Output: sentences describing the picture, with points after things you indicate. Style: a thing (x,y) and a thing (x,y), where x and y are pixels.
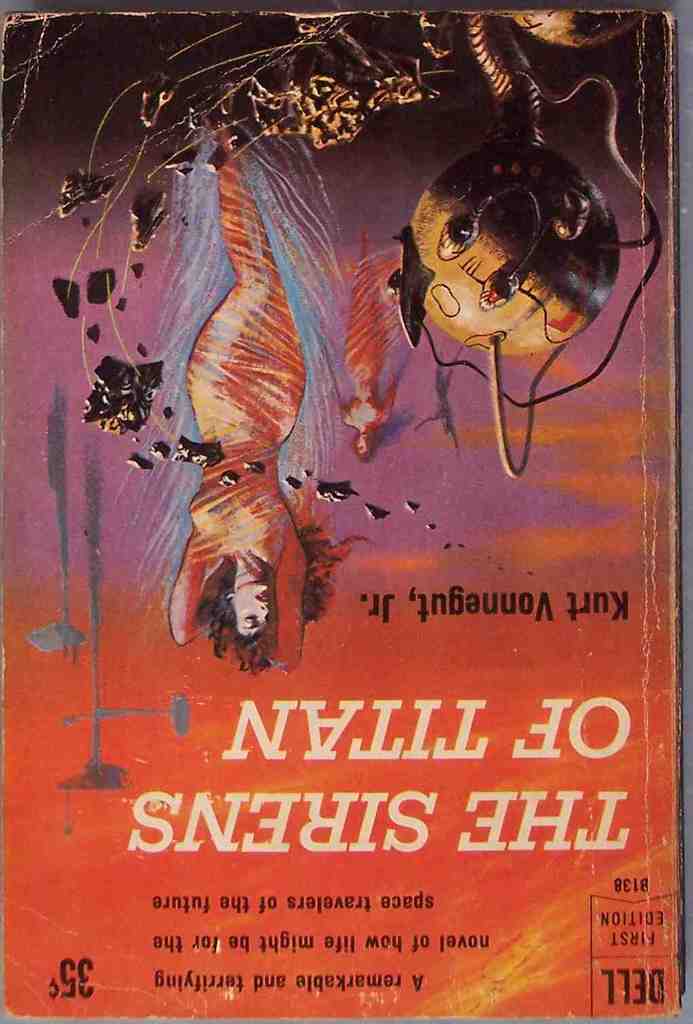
In this image I can see a book cover (340,528). I can see a person (255,449) and few objects (502,97) on it and something is written on it. It is colorful.
